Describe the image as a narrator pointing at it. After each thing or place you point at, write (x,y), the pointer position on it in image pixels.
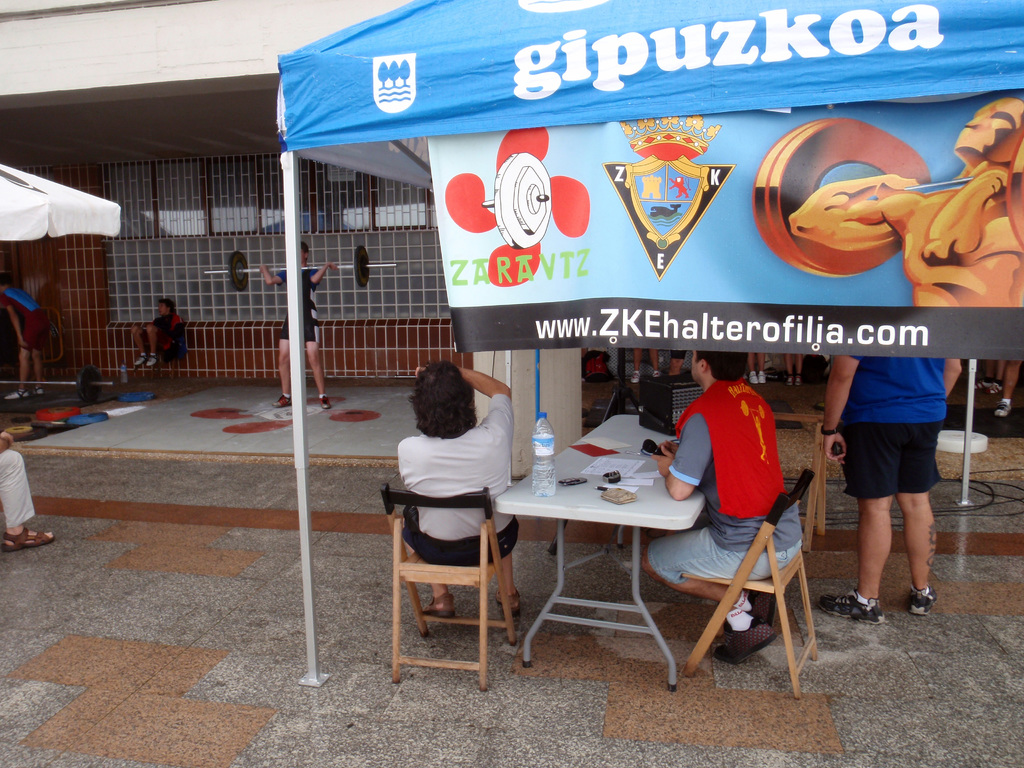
there are few people (694,589) sitting and standing under a tent (825,343) beside that there is a water bottle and papers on the table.
